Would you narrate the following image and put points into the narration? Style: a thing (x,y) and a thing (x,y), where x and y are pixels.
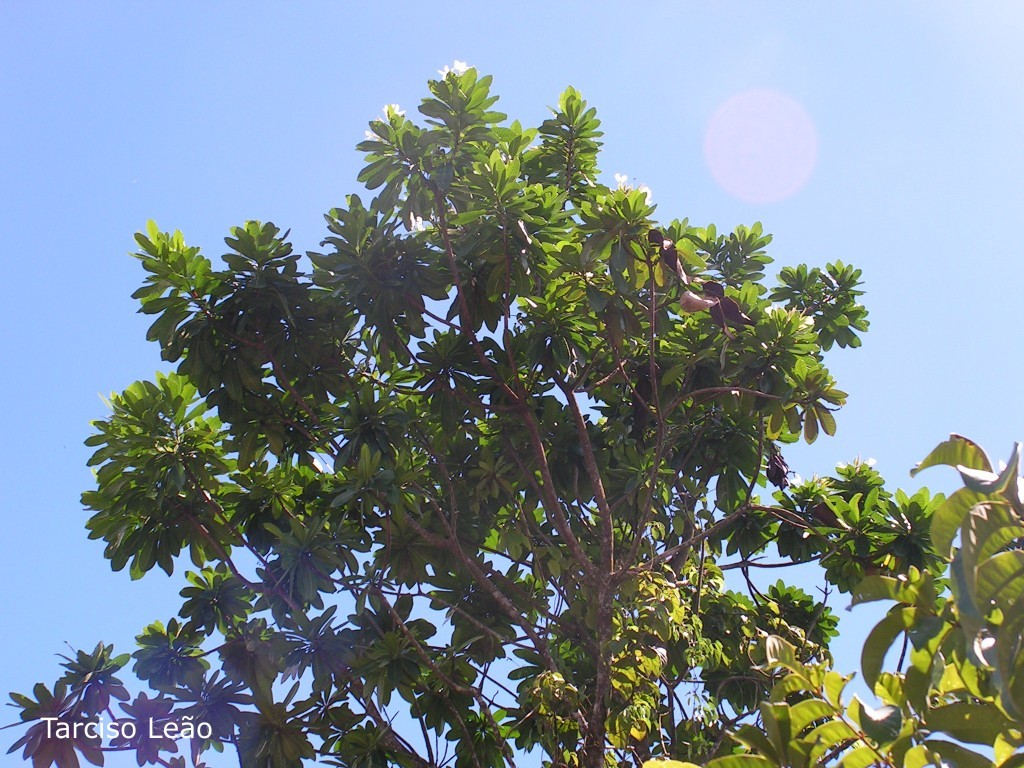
In this picture I can see some flowers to the trees (459,694).
